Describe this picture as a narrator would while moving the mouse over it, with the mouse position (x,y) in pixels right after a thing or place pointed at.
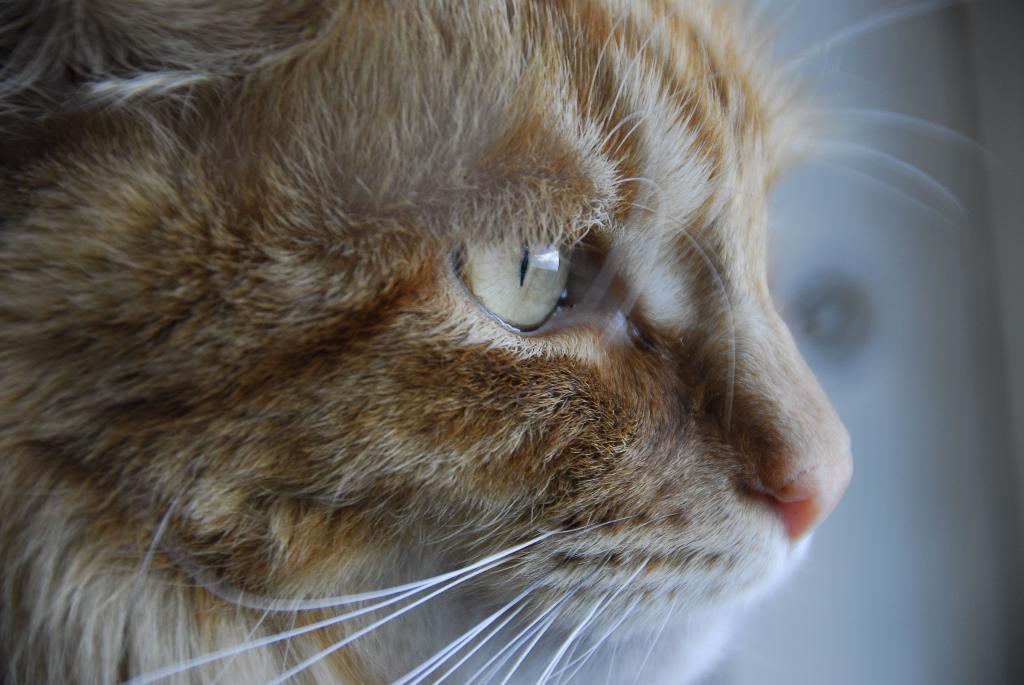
In this image we can see the face (545,407) of a cat (498,308). In the background of the image (813,579) there is a white background (964,349).
